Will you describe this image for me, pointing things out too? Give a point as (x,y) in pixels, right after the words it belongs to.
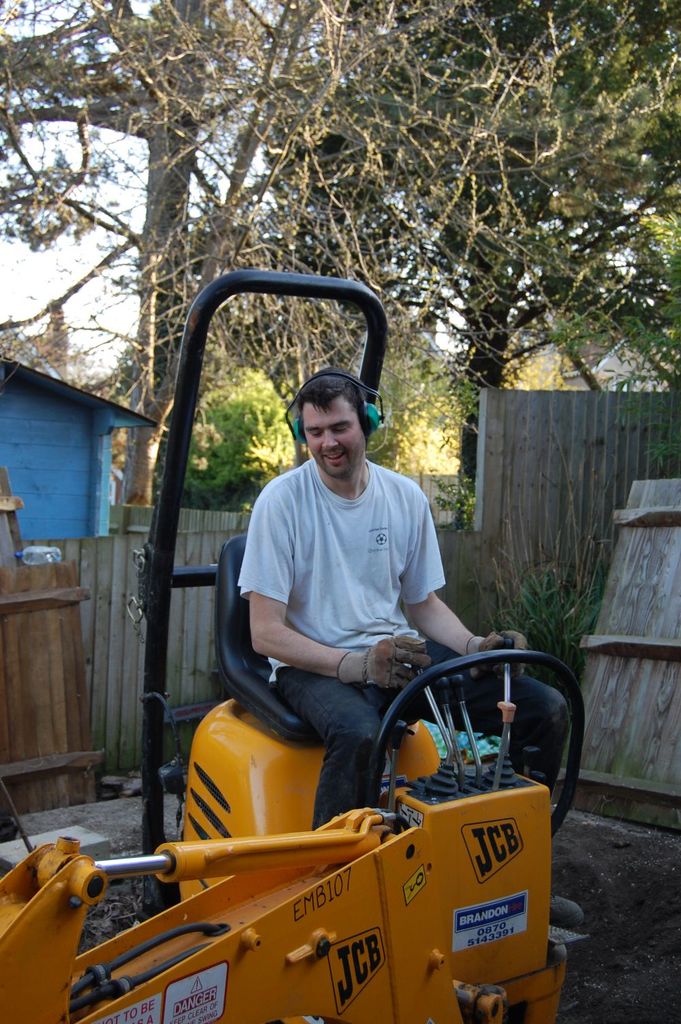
In this picture we can see a man (342,702) smiling, sitting on a vehicle (290,788) and this vehicle (405,891) is on the ground (584,893) and at the back of him we can see a shed (52,410), trees (556,302), wall (660,712), some objects (651,667) and in the background (62,256) we can see the sky (27,306).
